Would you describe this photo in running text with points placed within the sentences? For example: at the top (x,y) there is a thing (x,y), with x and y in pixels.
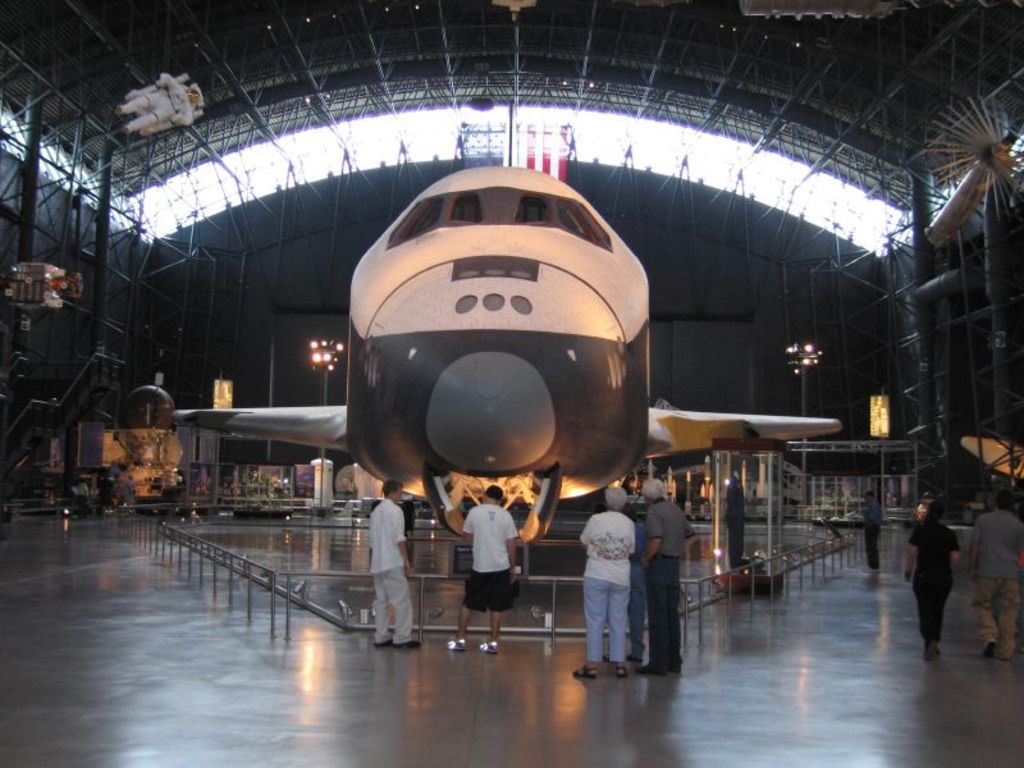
In this picture we can see some people (640,626) are standing and some people (930,593) are walking on the path (864,569). In front of the people (473,549) there is an aircraft (431,406). Behind the aircraft (442,357), there are poles (323,372) with lights (315,352), some objects (329,481) and a wall (325,226). At the top (148,107) there are some objects (965,165) hanged to the roof (524,19).
